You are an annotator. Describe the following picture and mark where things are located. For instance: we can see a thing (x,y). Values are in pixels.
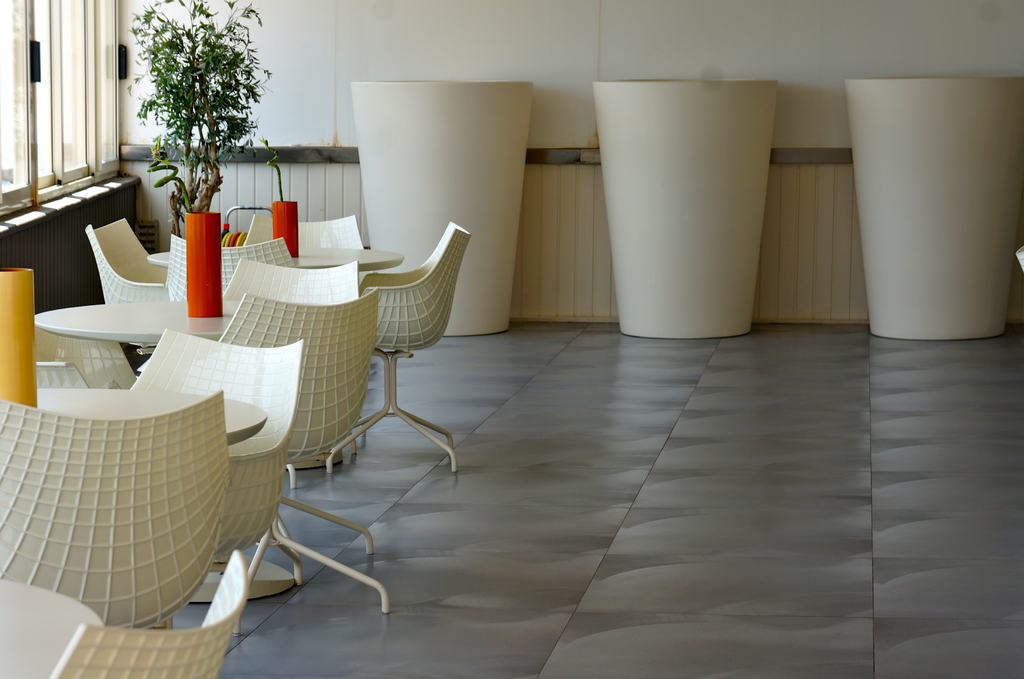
On the left (186,389) there are tables (163,323), chairs (262,253), plant (192,130), windows (28,104), wall (63,263) and other objects (203,265). In the foreground (633,479) it is floor (865,400). In the middle (415,232) there are some white color objects (625,157). At the top (539,27) it is wall (425,39).
